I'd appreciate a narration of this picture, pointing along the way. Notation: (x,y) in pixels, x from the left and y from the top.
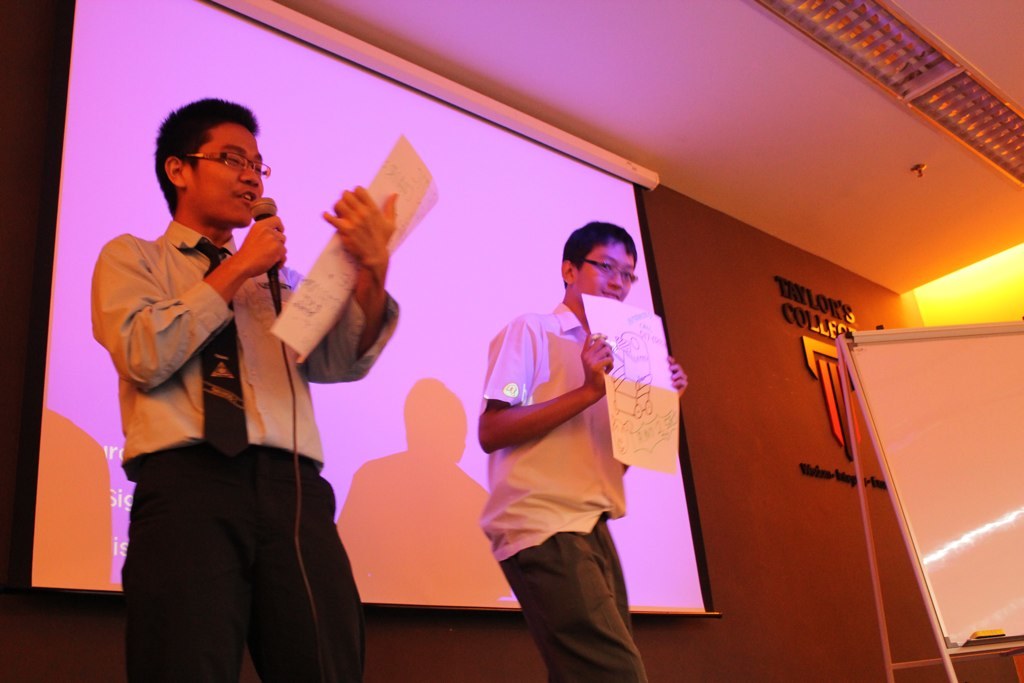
In this image we can see a boy (223,179) wearing specs (223,160). And he is holding mic (260,206) and paper (339,271). There is another boy (553,329) wearing specs (602,265) and holding paper (629,331). In the back (155,132) there is screen (111,416) on the wall (766,567). Also there is text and logo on the wall (778,443). And there is a board (923,494) with stand (920,564). On the ceiling (742,91) we can see lights (862,58).
